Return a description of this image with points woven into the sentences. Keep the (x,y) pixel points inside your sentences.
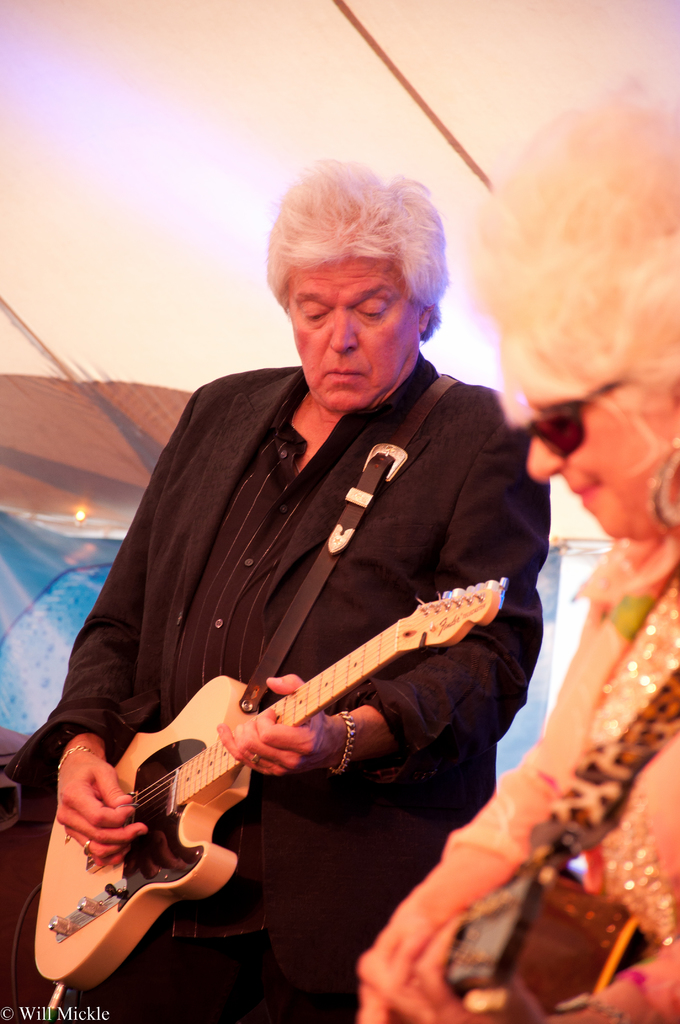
In this image there are two people (558,810). On the right (528,784) there is a lady (561,285) holding a guitar (564,957), next to her there is a man (298,576) who is wearing a black suit (310,645) is playing a guitar (348,681). In the background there is a board (268,271).
